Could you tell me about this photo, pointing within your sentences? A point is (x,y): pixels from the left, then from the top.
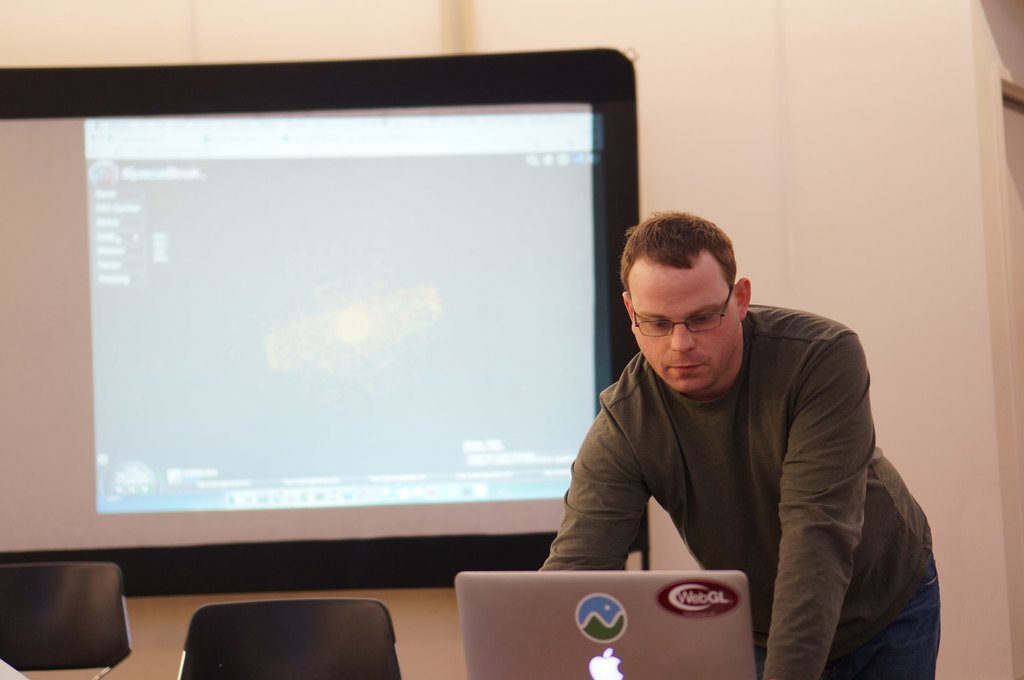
In this image there is a person (814,440) standing. He is wearing spectacles (698,333). Before him there is a laptop (608,630). Left bottom there are two chairs (209,648). Behind there is a screen (327,211) attached to the wall (880,176).
